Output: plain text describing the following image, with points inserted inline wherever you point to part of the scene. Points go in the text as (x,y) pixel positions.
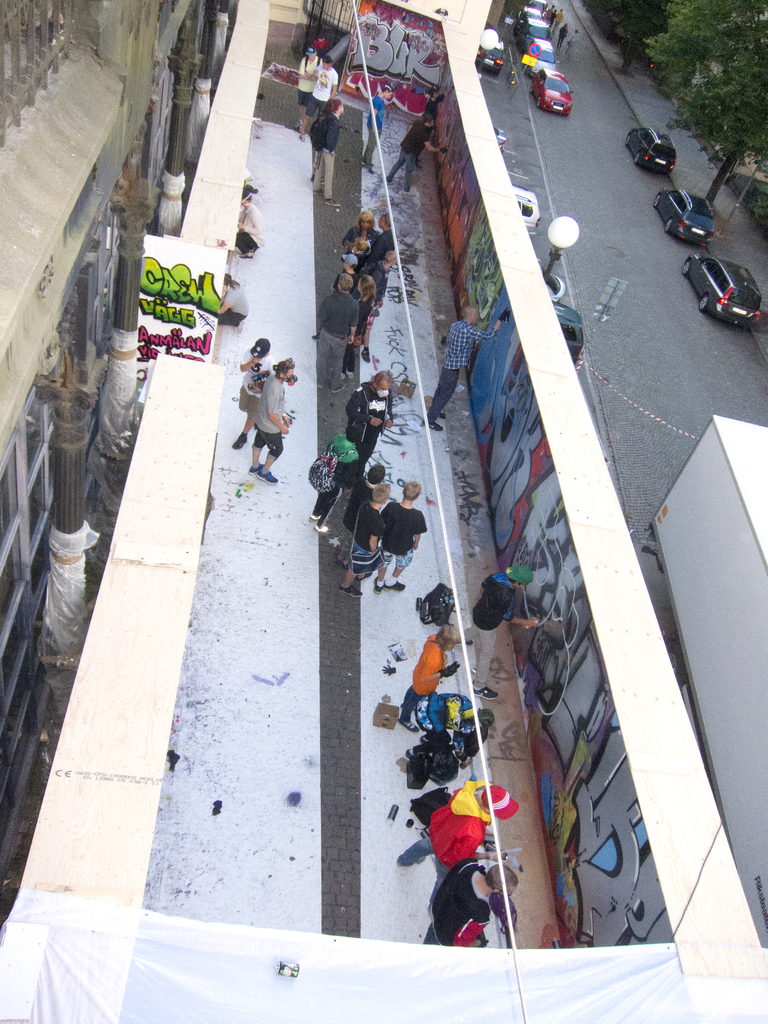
In this image we can see one buildings (24,586), some pillars (109,374) in front of the building (92,281), two walls (131,535), one gate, some people (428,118) walking on the road (581,223), some people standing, some vehicles (557,73) on the road (621,282), some boards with poles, one pole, some vehicles (501,62) parked near the wall (494,135), one object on the white tent (287,955), some objects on the floor (279,923), one board (207,347) with text (208,303), two people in crouch position, some people (269,431) are holding some objects (291,80), two lights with poles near the wall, some people (470,854) are painting graffiti (391,14), some trees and grass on the ground (739,223).
